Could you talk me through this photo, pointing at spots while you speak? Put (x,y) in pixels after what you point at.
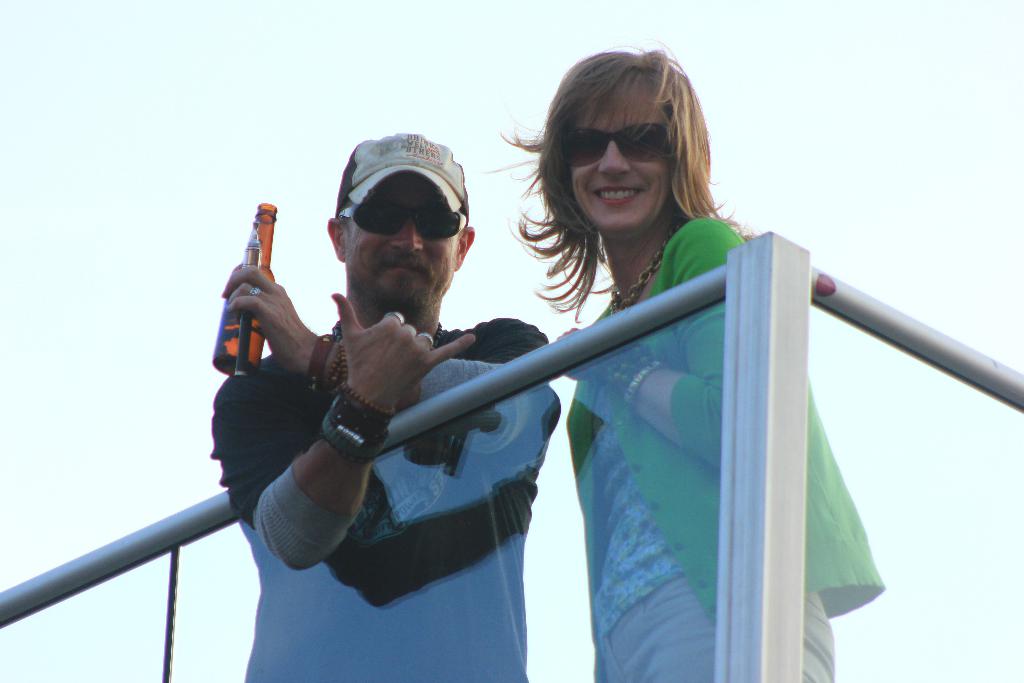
In this picture we can see railing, two people (325,445) wore goggles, smiling, standing and a man (467,535) holding a bottle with his hand (289,361). In the background (438,118) we can see the sky (488,118).
